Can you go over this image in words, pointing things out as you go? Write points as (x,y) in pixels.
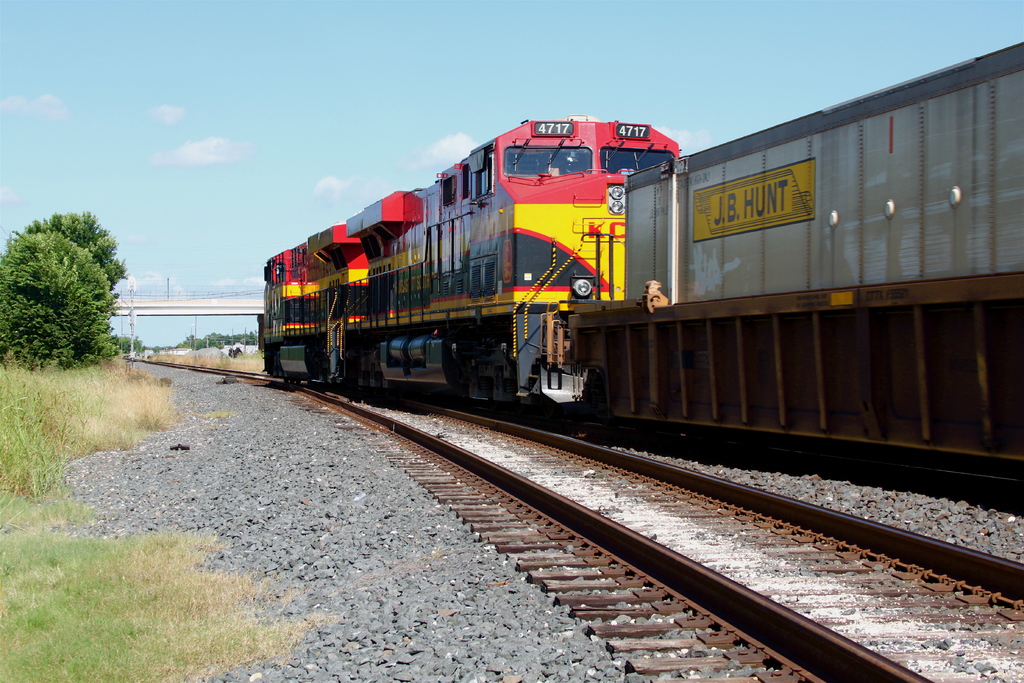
In this image I can see the train (729,359) in red, yellow and black color and the train (511,366) is on the track (537,504). Background (114,270) I can see few trees (87,249) in green color. I can also see the bridge (231,306) and the sky (236,110) is in blue and white color.
